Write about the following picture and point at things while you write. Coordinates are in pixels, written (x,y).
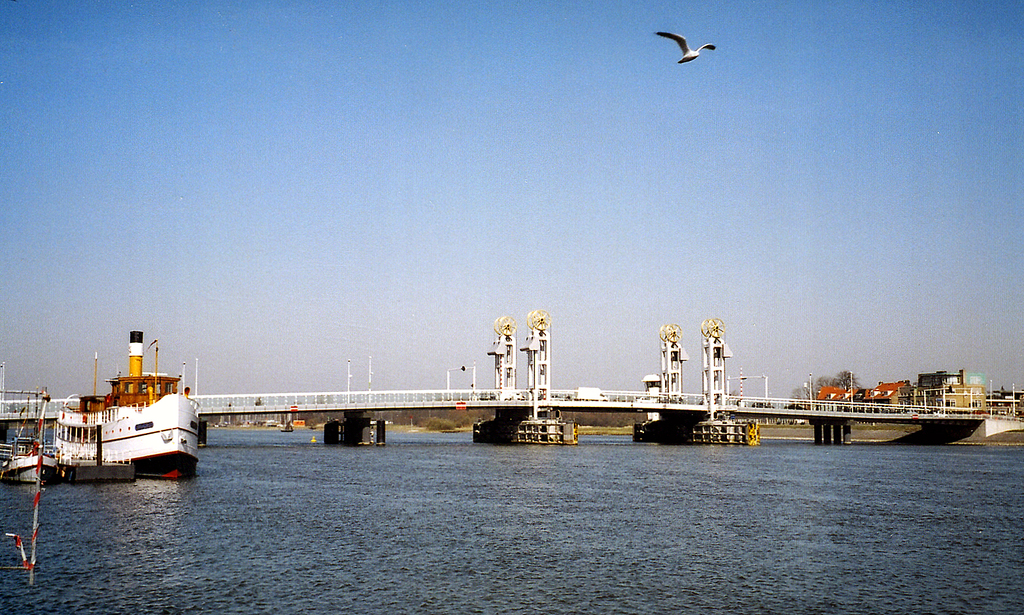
In this image we can see ship (145,404), poles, bridge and other objects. At the top of the image (634,107) there is the sky (620,85) and a bird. At the bottom of the image (539,516) there is water (493,525).
